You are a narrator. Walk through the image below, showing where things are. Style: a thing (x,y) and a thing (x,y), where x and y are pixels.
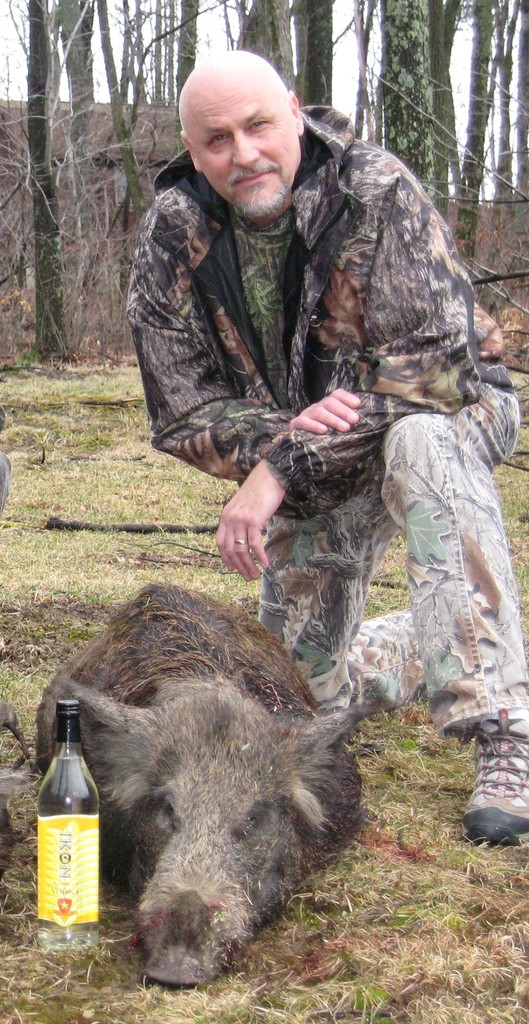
in this Picture we can see a person (266,89) with bald head (229,98) wearing jacket (360,349), track (477,540) and woodland shoe (502,778) seeing in front of the camera, and a pig (227,876) lying down on the ground (116,933), and a vodka bottle (45,932) at the left corner (45,886). Behind we can see tree (404,45) and dry branches (79,288).
